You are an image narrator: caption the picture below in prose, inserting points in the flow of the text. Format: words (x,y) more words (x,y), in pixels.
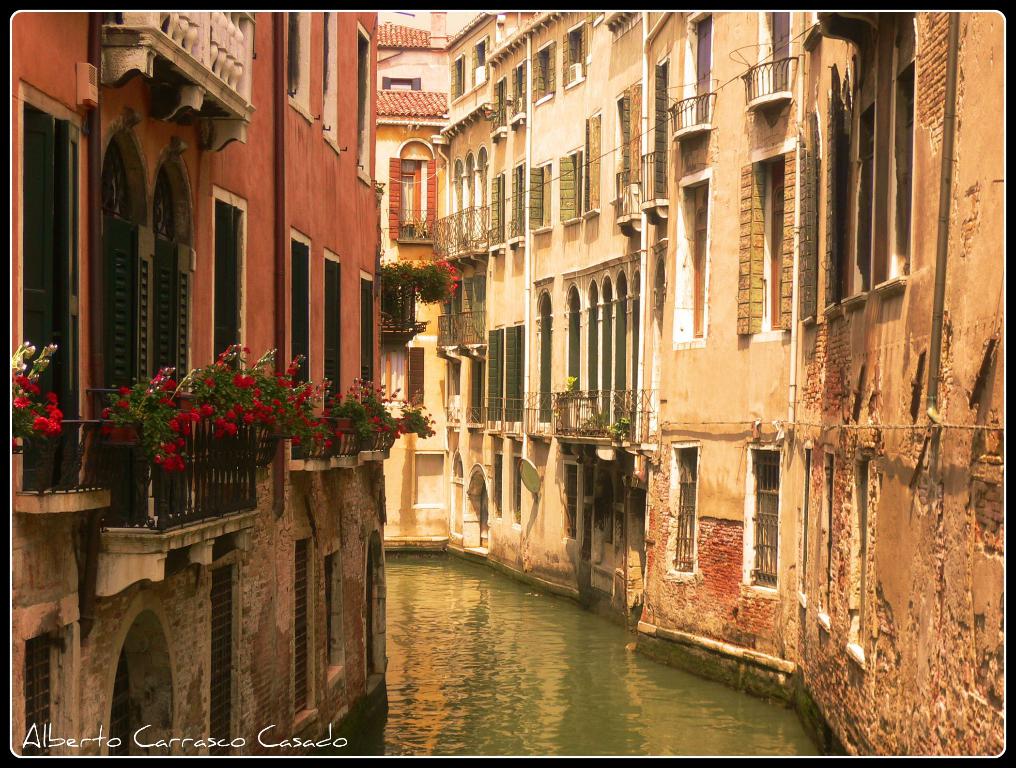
In this picture we can see water (472,690), here we can see buildings (345,721), houseplants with flowers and some objects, in the bottom left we can see some text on it.
